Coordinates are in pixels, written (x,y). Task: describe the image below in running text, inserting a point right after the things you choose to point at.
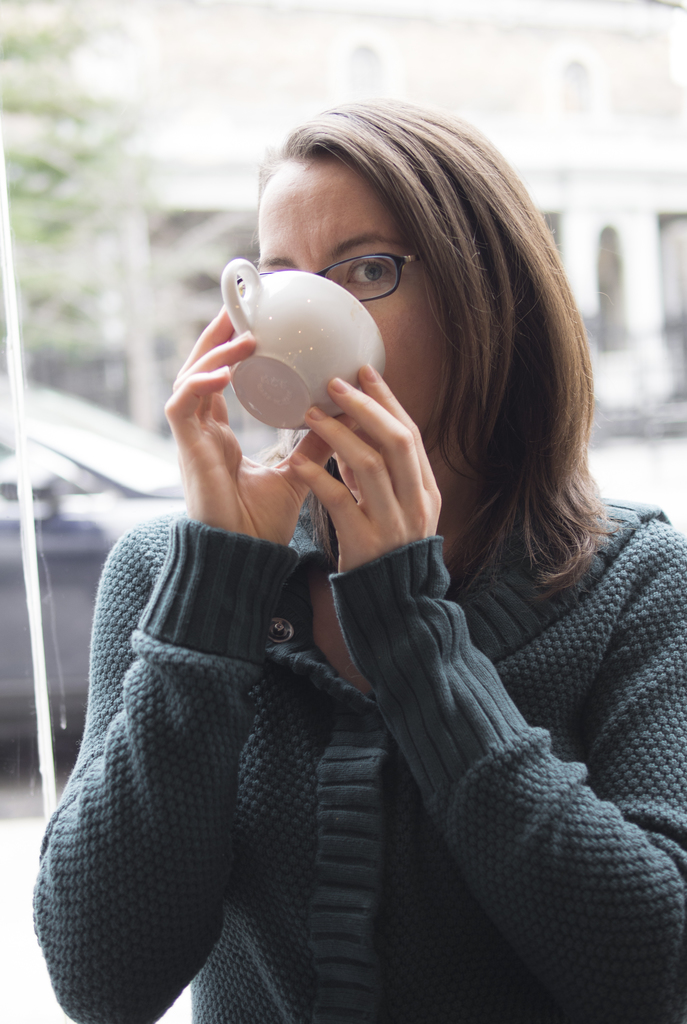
This picture consists of a woman (393,837) standing and drinking a tea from the cup (305,391). In the background (553,206), there is a building (609,225) of white in color. In the left (35,342), tree (15,41) is visible which is half. In the middle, a car (19,668) is visible which is also half. This image is taken during day time on the road (625,476).
